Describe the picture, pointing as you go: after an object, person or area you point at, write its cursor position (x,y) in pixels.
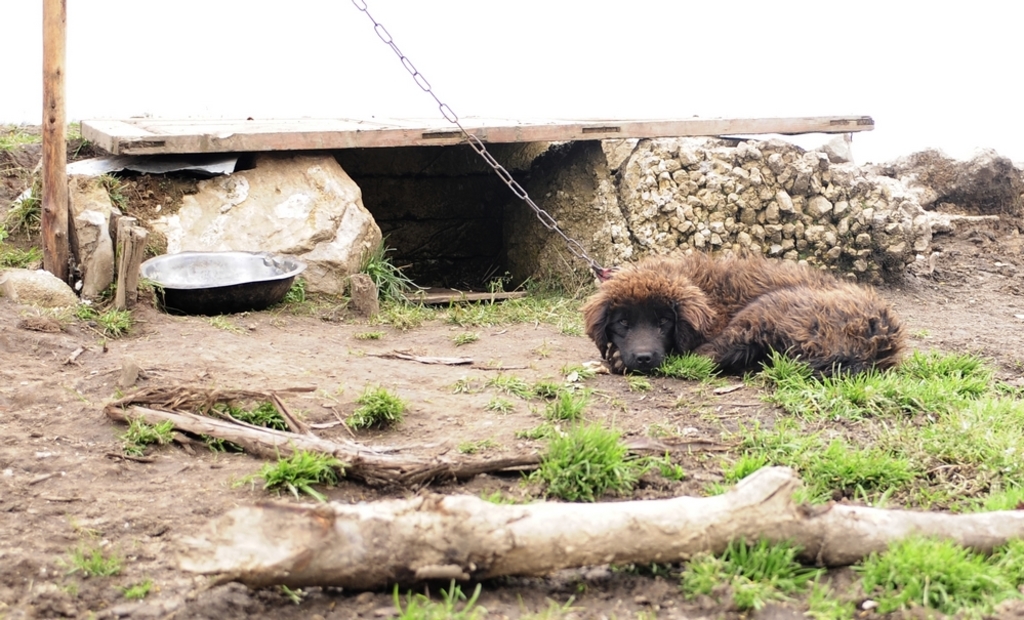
In this picture we can see some grass (933,437) and wooden objects (135,280) on the ground (637,387). We can see an animal (676,335) tied to a chain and this animal (690,307) is lying on the ground (913,334). There is a wooden pole (45,206) on the left side (62,226). We can see a wooden plank (256,145) on the stones (230,245) in the background (861,117).
